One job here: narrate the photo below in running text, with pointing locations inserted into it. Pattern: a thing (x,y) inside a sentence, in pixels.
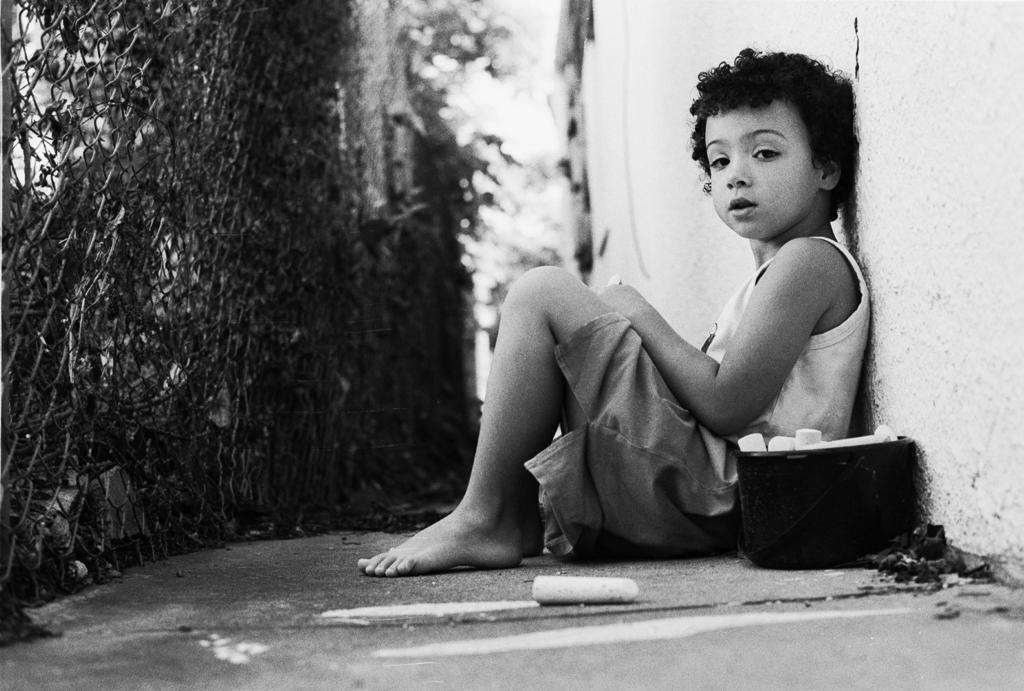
This is a black and white image. Here I can see a boy (604,431) sitting on the floor (840,589) facing towards the left side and looking at the picture. On the right side (935,162) there is a wall (917,263). Beside this boy (759,317) there is an object (812,473) placed on the floor (793,588). On the left side (195,244) there is a net (322,232).
